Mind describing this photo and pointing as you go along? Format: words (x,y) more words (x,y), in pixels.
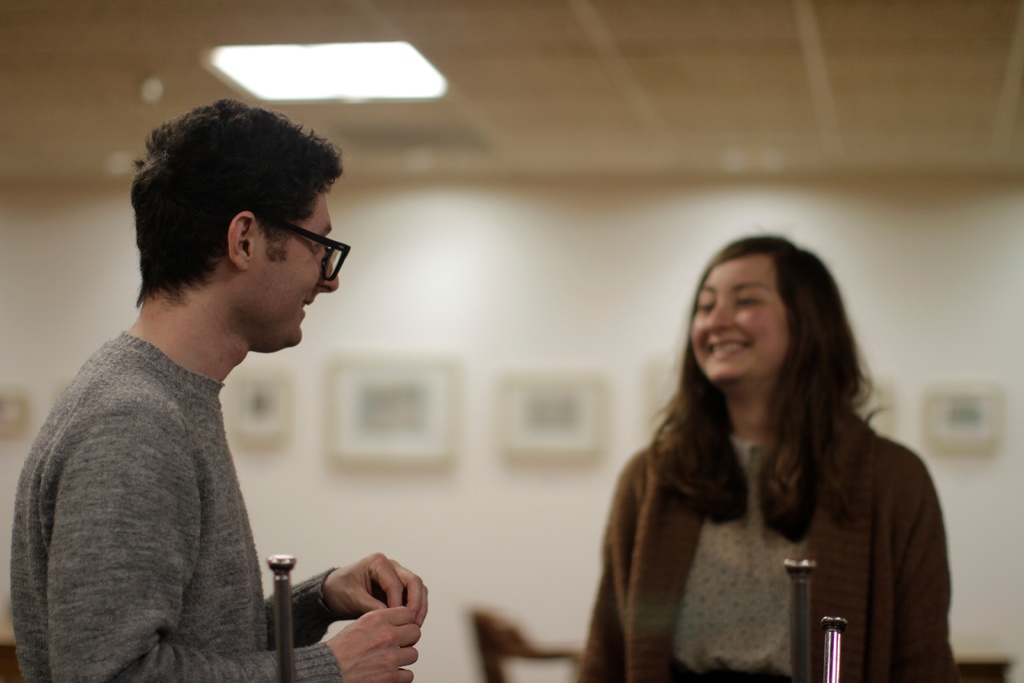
In this image I see a man (230,320) who is wearing grey sweater (72,440) and I see that he is wearing spectacle (337,253) and I see a woman (716,356) over here and I see that both of them are smiling and I see that it is blurred in the background (667,377) and I see the light (280,74) on the ceiling (497,101) and I see 3 silver color things (284,568) in front (285,673).
